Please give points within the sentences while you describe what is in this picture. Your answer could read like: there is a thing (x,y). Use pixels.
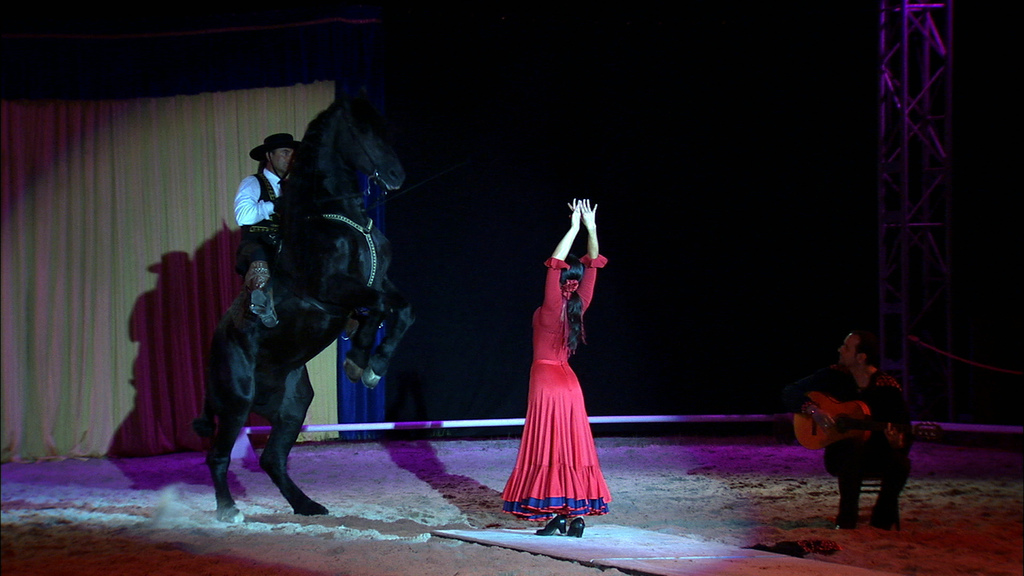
We can see her background is decorating lights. She is dancing. She is wearing colorful red dress (569,406). On the left side (269,311) we have person (275,322). He is sitting on a horse (289,338). His wearing hat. On the right side (869,463) we have a another person (854,462). His sitting like squat position. His playing guitar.
